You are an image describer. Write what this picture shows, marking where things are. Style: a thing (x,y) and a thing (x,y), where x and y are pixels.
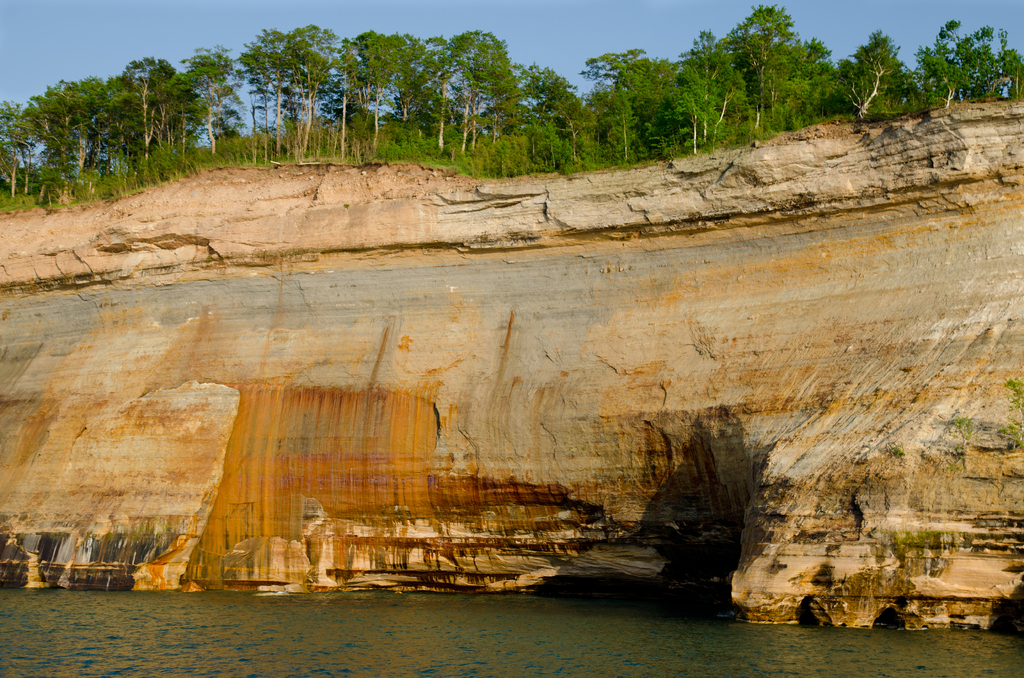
In this picture we can observe a hill (381,308). There are some trees (389,124) on the hill (604,193). We can observe some water (437,638). In the background (343,12) there is a sky (550,45).
